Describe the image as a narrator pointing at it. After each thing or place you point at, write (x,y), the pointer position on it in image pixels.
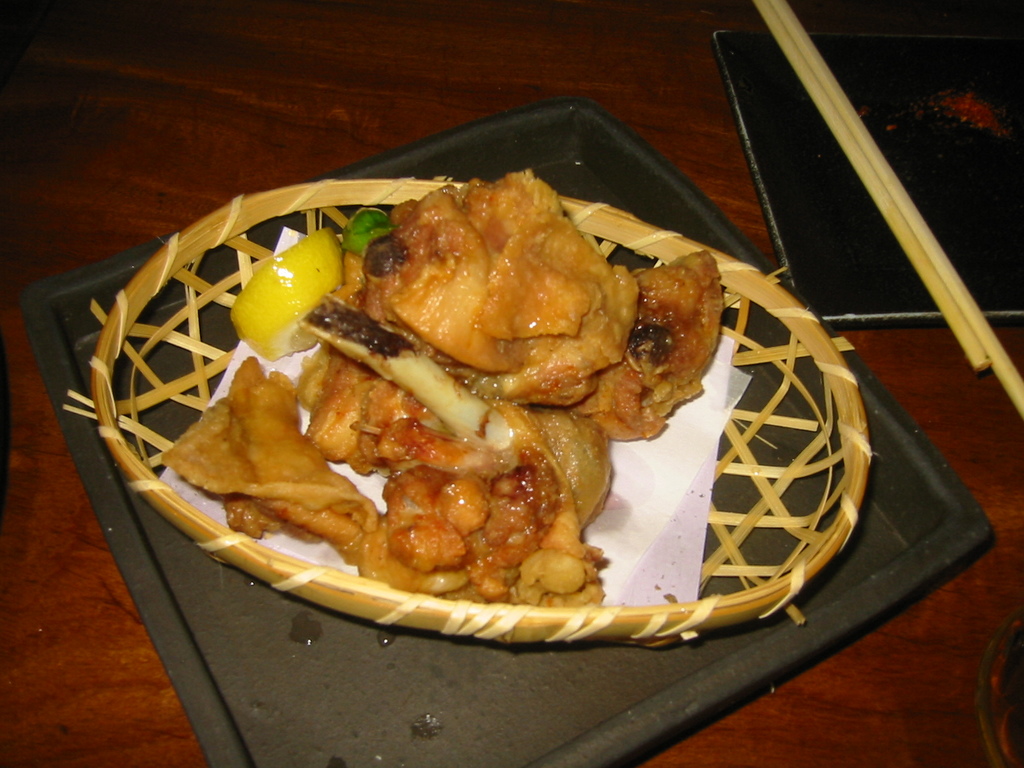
In this picture I can see a food item (483,308) with tissues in a basket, which is on the plate (458,672), there are chopsticks (764,7) on the another plate (877,75), on the table (181,64).
